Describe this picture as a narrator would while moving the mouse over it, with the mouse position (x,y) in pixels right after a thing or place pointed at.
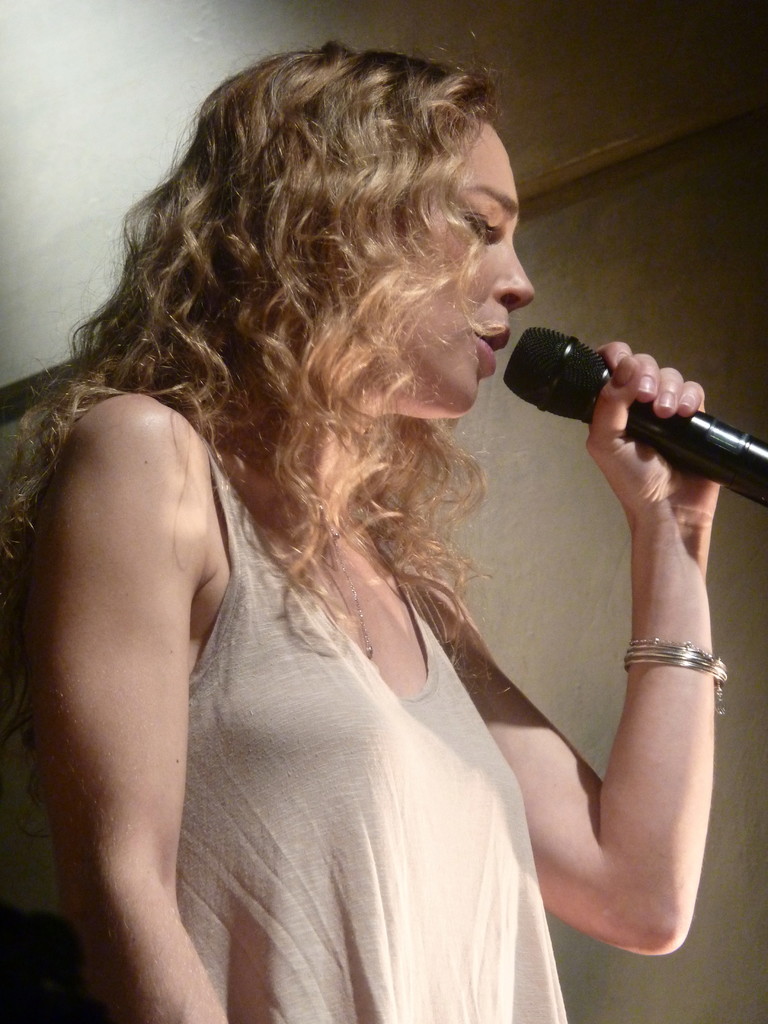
This picture shows a woman (691,589) Standing and singing with the help of a microphone (643,422) in her hand (632,460).
